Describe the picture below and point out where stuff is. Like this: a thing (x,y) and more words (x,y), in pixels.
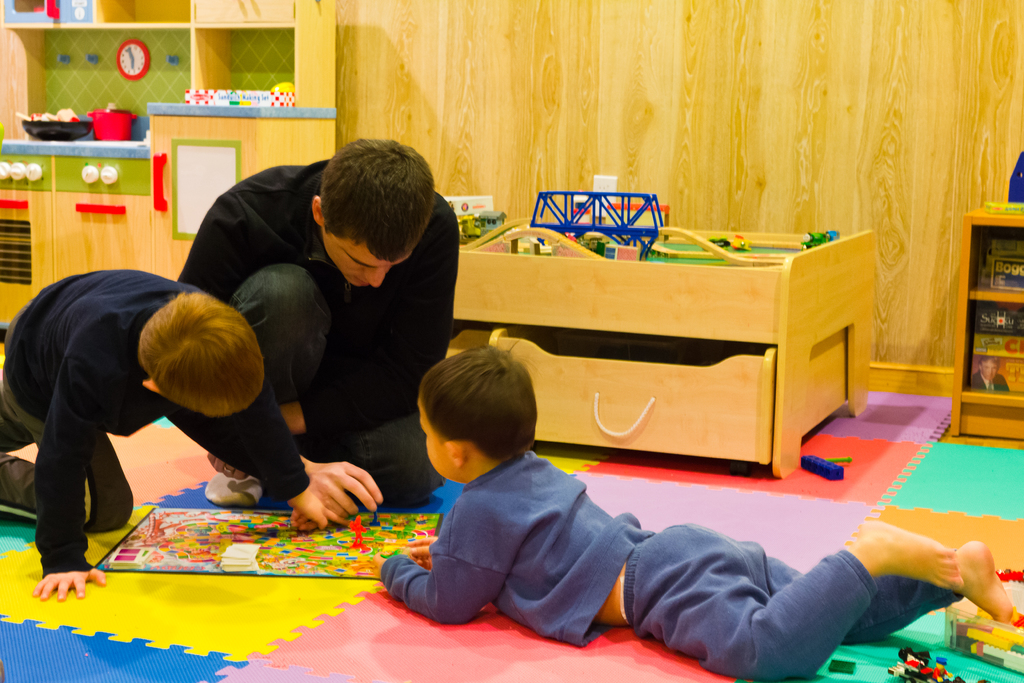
In this image I can see in the middle (427,402) a boy (615,588) is lying on the floor (1007,501), on the left side (43,378) two persons (229,324) are playing the game. At the back side (381,70) it looks like a wooden wall (645,56).
